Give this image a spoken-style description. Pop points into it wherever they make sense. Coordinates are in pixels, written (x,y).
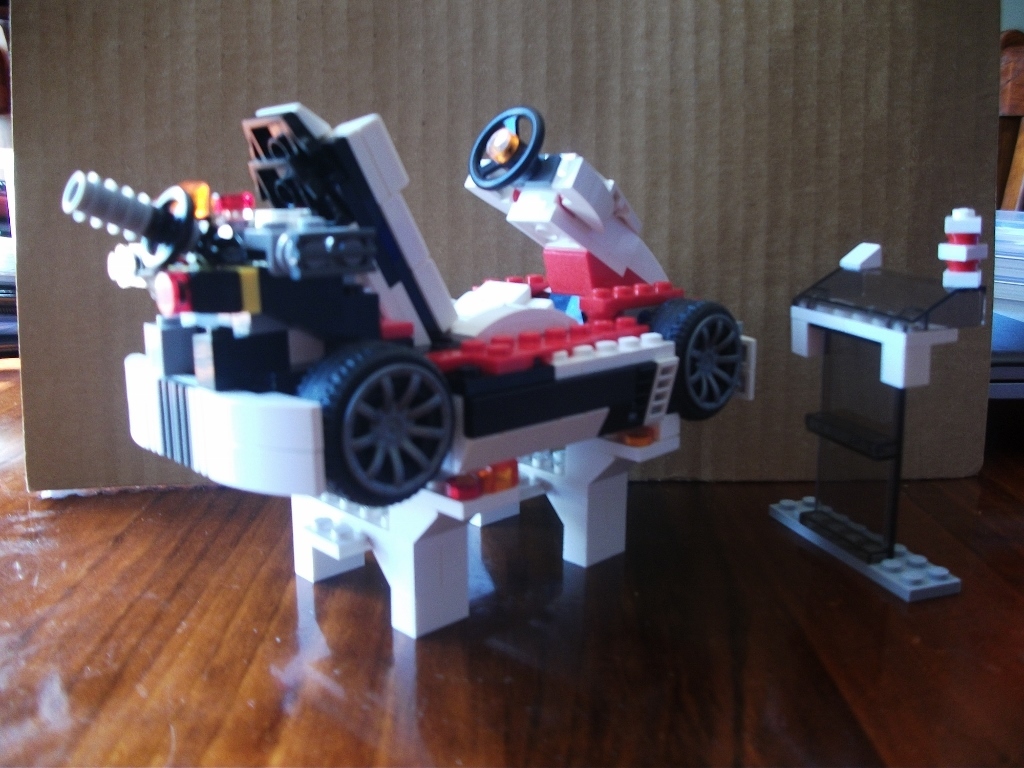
In this image in the middle (445,457), there is a toy (441,440). In the background (817,185) there is a board (816,141). At the bottom (702,702) there is floor (729,627) and stand (877,553).
